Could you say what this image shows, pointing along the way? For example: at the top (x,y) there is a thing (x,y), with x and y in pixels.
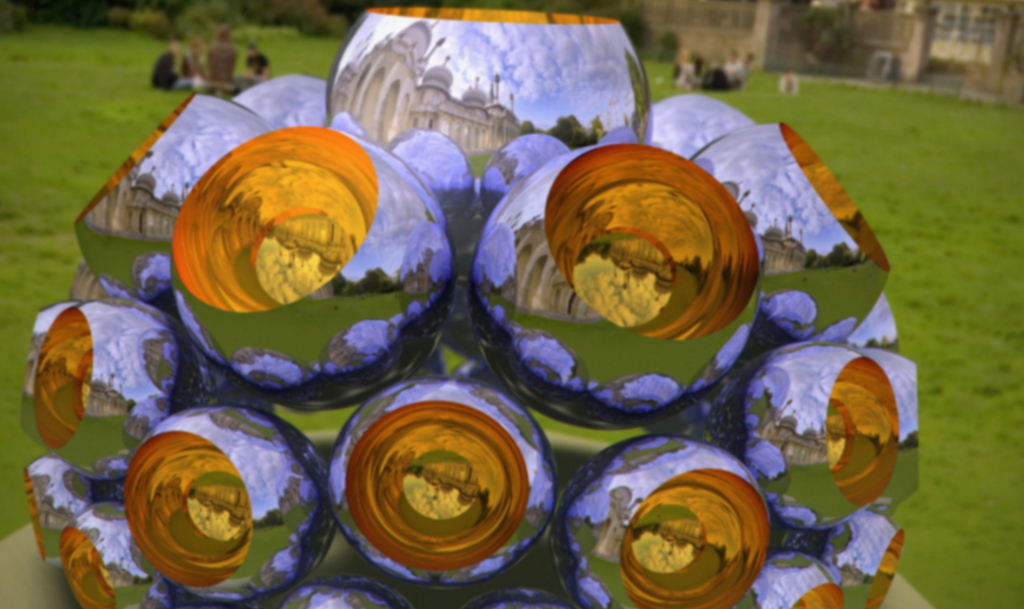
In this image in front (811,476) there are decorative objects (580,359). In the background of the image (764,79) there are few people (179,51) sitting on the grass (932,141). There are buildings (926,14) and plants (168,15).
